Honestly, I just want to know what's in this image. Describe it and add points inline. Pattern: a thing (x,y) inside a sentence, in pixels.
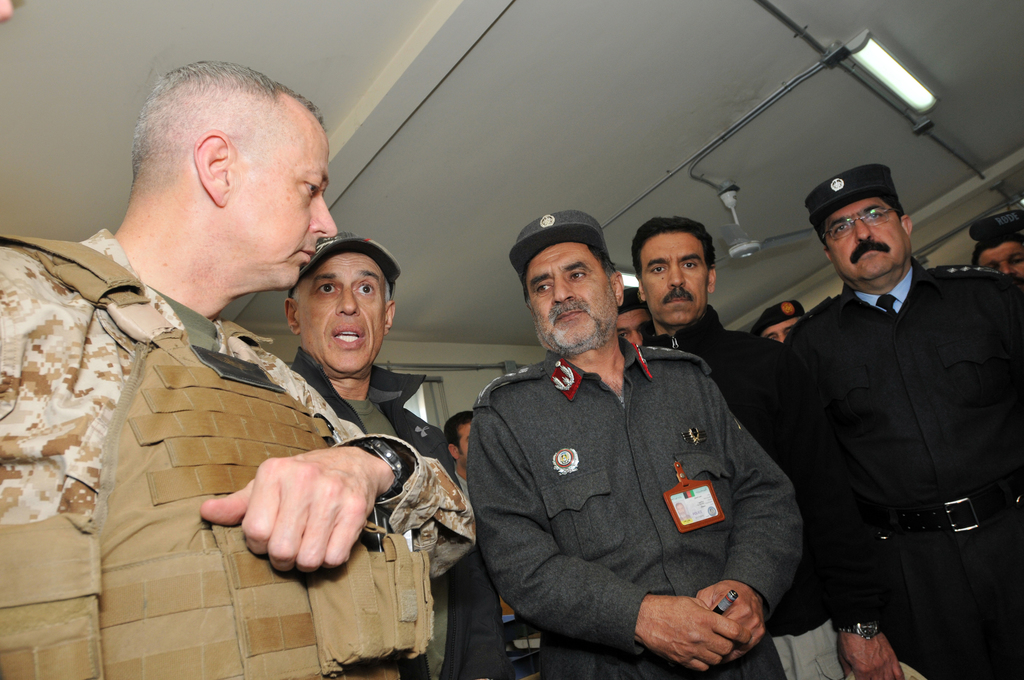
In this image we can see many people (56,486) are standing and a person (134,253) on the left side (206,87) wearing watch (386,451) and on the back (764,245) we can see a fan (764,245).
